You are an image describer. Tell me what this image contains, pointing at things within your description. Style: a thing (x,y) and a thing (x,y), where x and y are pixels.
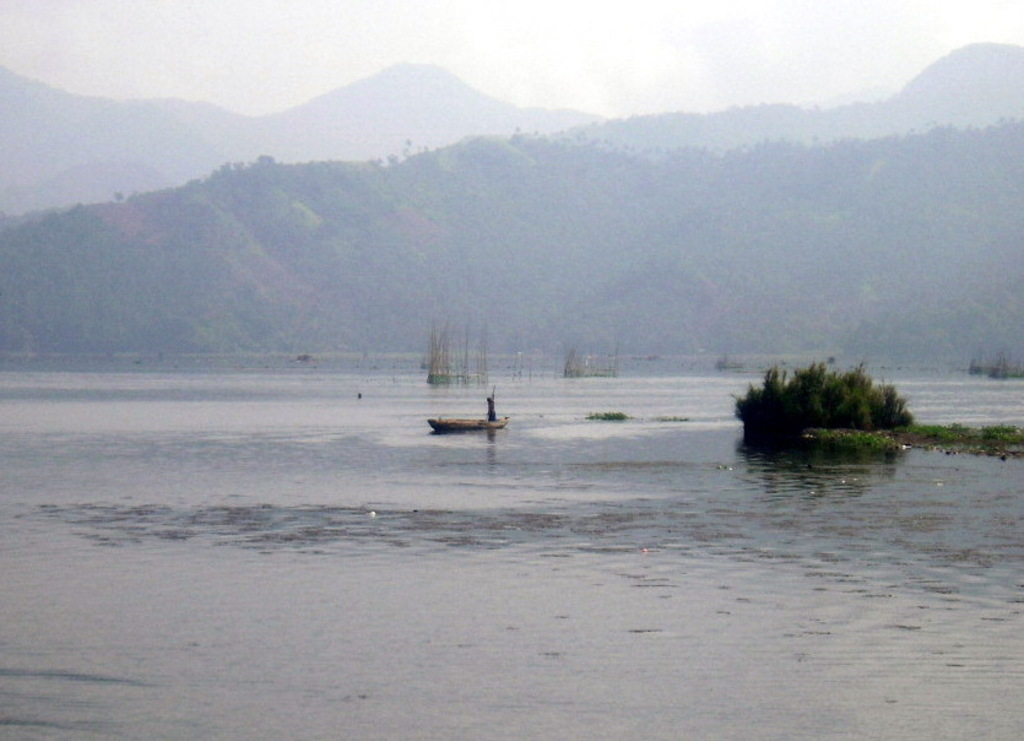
In this image in the front (564,567) there is water (525,542). In the center (436,426) there is a boat (475,428) sailing on the water (556,426) and there are plants (782,421). In the background (515,208) there are trees (590,200), mountains (556,131) and the sky (620,27) is cloudy.
